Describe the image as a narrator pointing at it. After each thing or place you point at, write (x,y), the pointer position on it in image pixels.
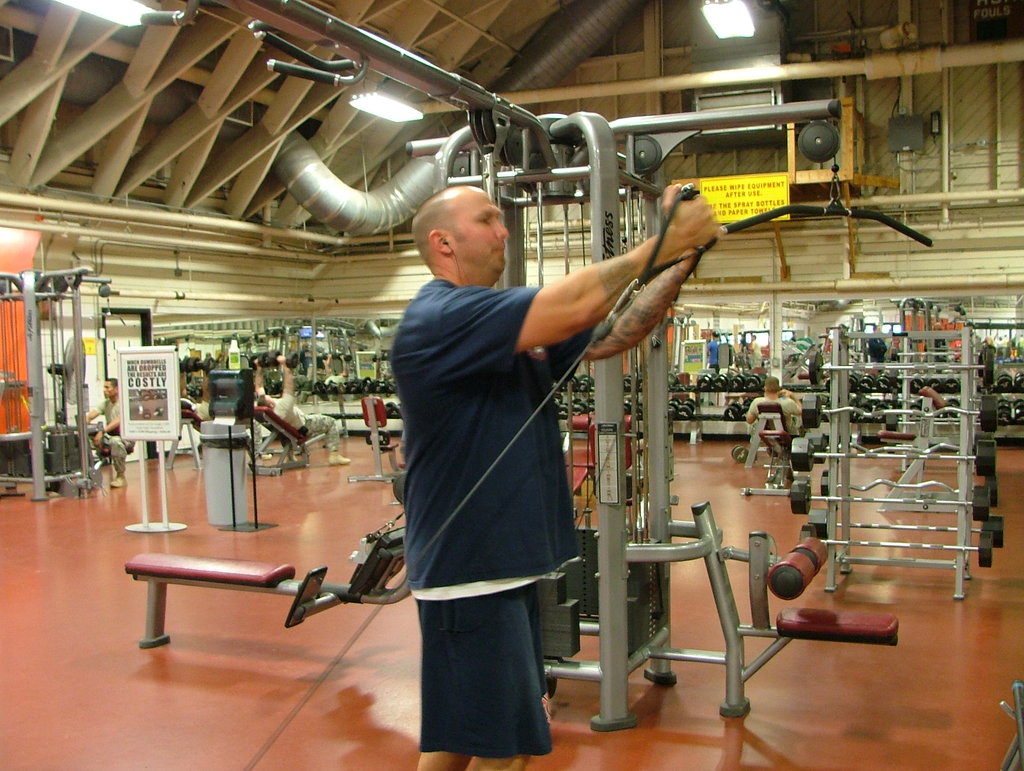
In this image we can see a person (510,306) holding a gym equipment (524,425). In the back (896,429) there are many gym equipment (582,418). Also there are few people (309,346). On the ceiling (199,152) there are lights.
